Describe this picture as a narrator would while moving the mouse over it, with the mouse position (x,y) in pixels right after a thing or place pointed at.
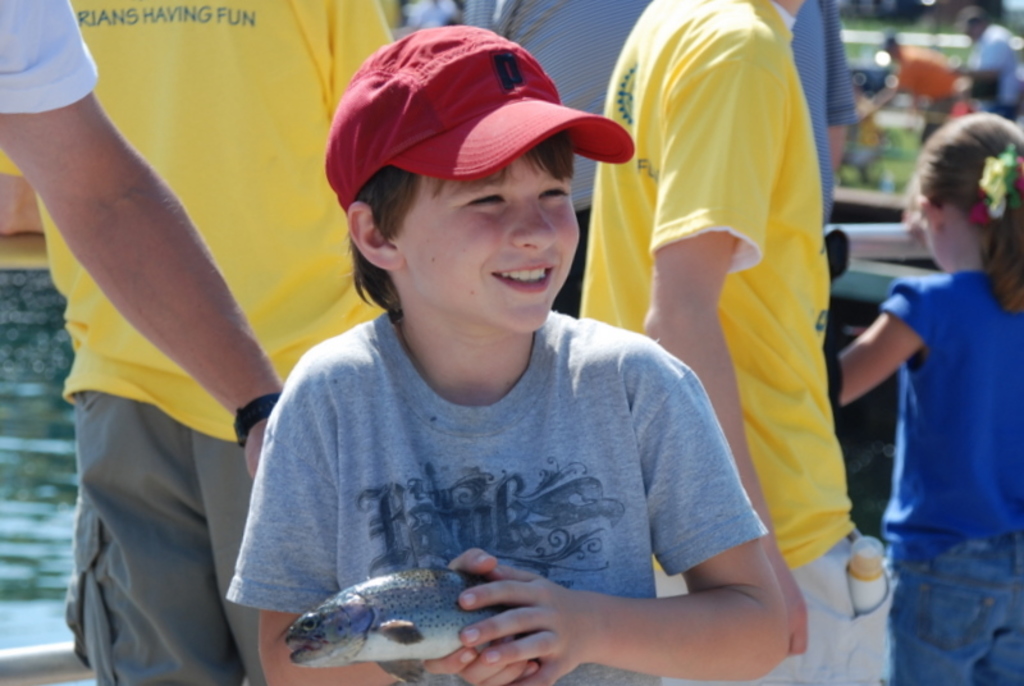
In this image we can see a boy (457,291) wearing red cap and grey t shirt (515,543) is holding fish (308,628) in his hand (569,657). In the background (1012,518) we can see group of people (712,156) standing and we can see water (10,496).
